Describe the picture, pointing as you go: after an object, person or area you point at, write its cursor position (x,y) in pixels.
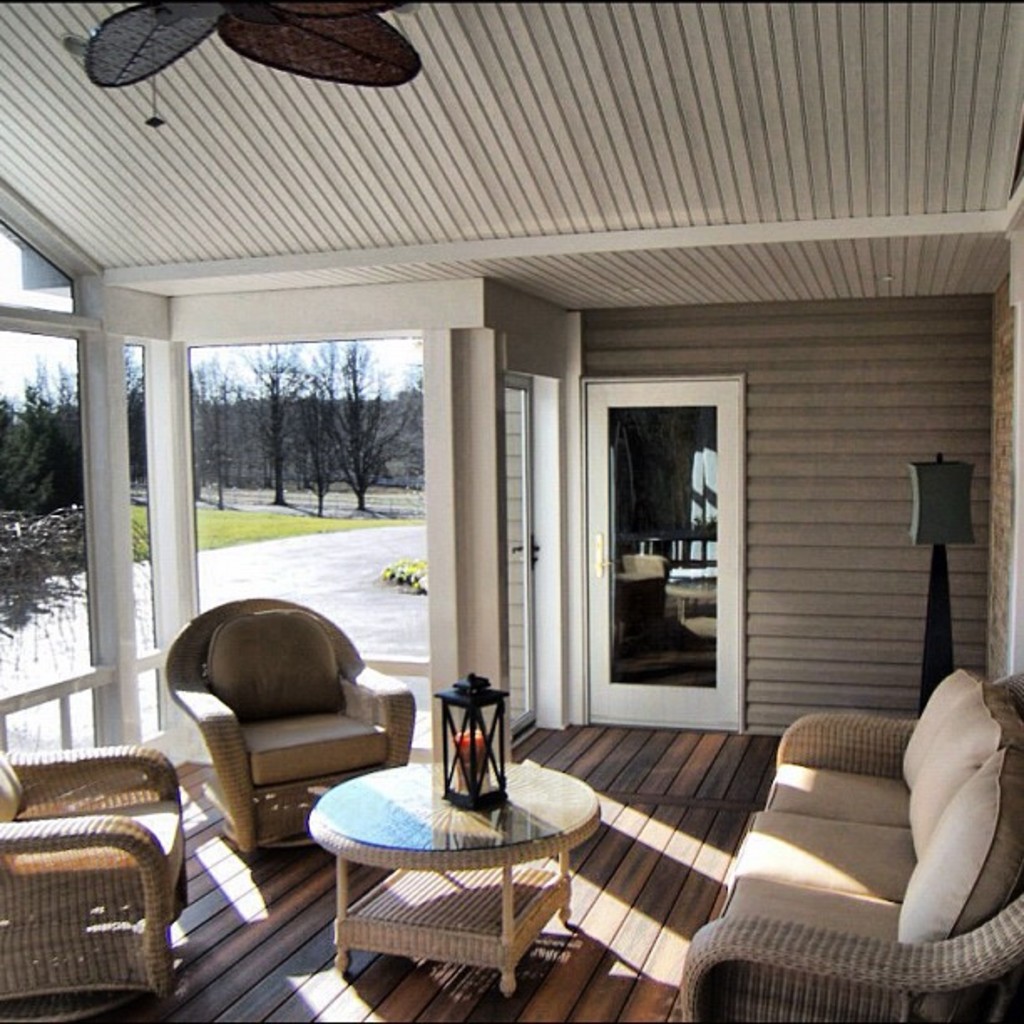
In this image we can see table (441,864), lamp (956,510) and sofa (873,790). Background of the image (14,539) door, glass window (231,547) is there. Behind the window (233,458) trees (245,458) are present.
